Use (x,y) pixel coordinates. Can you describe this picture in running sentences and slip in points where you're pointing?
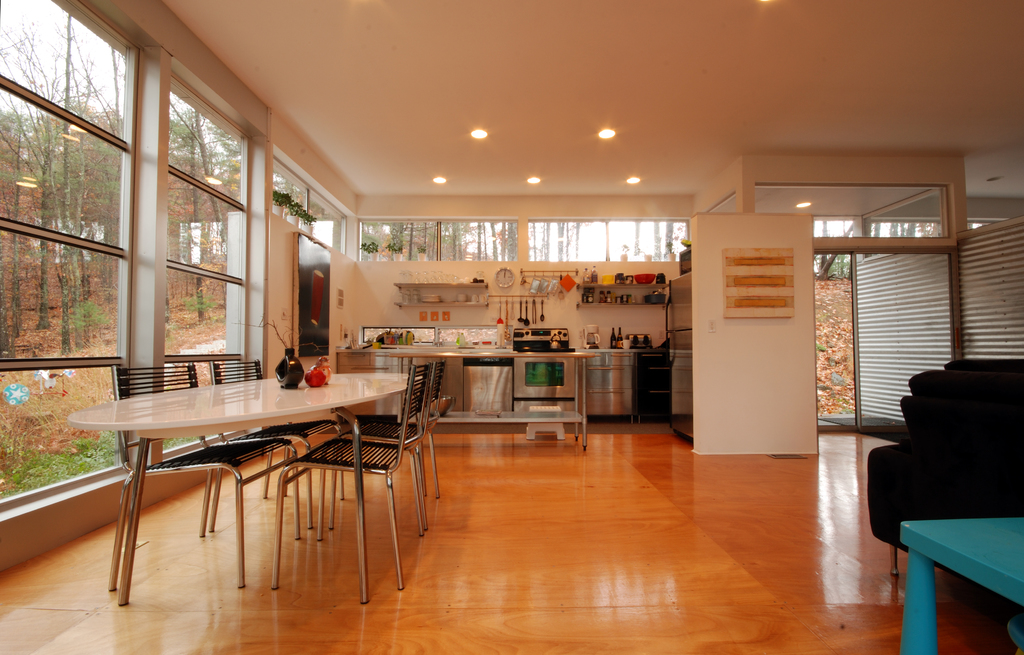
In this image, we can see an inside view of a building (726,183). There are windows (173,288) on the left side of the image (91,231). There is a table (240,409) and some chairs (365,462) in the bottom left of the image (333,457). There is a table (965,543) and sofa (906,511) in the bottom right of the image (955,443). There is a kitchen (548,323) in the middle of the image (607,297). There are lights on the ceiling (535,109) which is at the top of the image (493,88).
